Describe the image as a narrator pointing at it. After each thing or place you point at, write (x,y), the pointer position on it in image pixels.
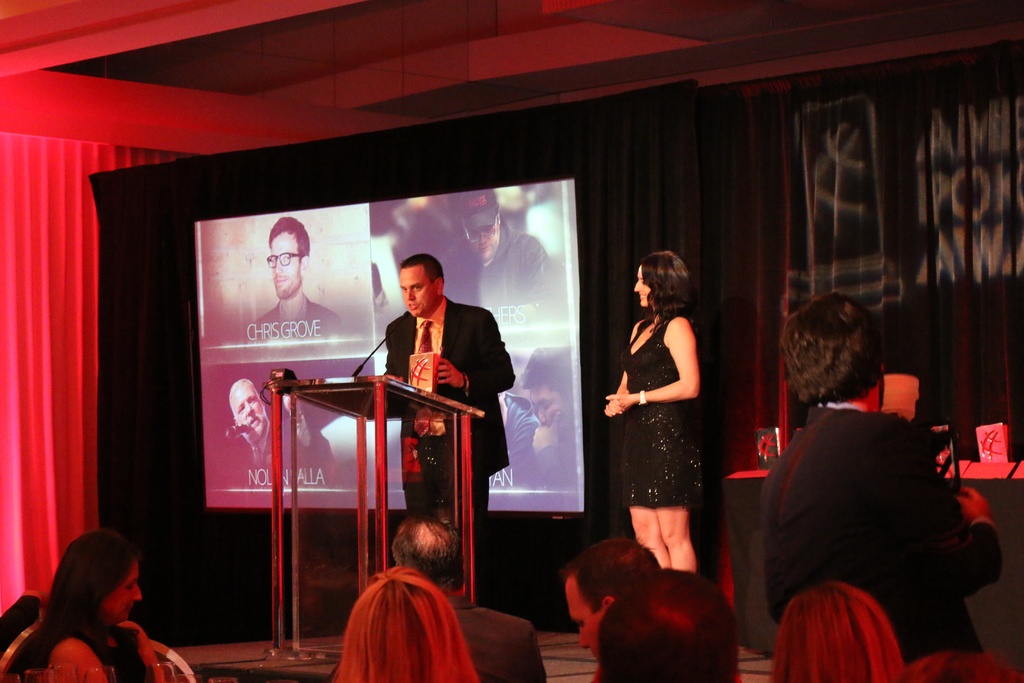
In this image there is a man (444,358) standing on the stage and talking, there is a podium (358,451), there is a microphone (389,334), there is a woman (648,392) standing on the stage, there is a table (741,527) towards the right of the image (756,493), there are objects (761,446) on the table (1007,469), there is a screen (369,286), there are men (514,406) on the screen (328,364), there is text (494,478) on the screen (556,479), there are a group of persons (391,643) towards the bottom of the image (80,649), there are curtains (128,241), there is a roof (458,32) towards the top of the image (606,14).
